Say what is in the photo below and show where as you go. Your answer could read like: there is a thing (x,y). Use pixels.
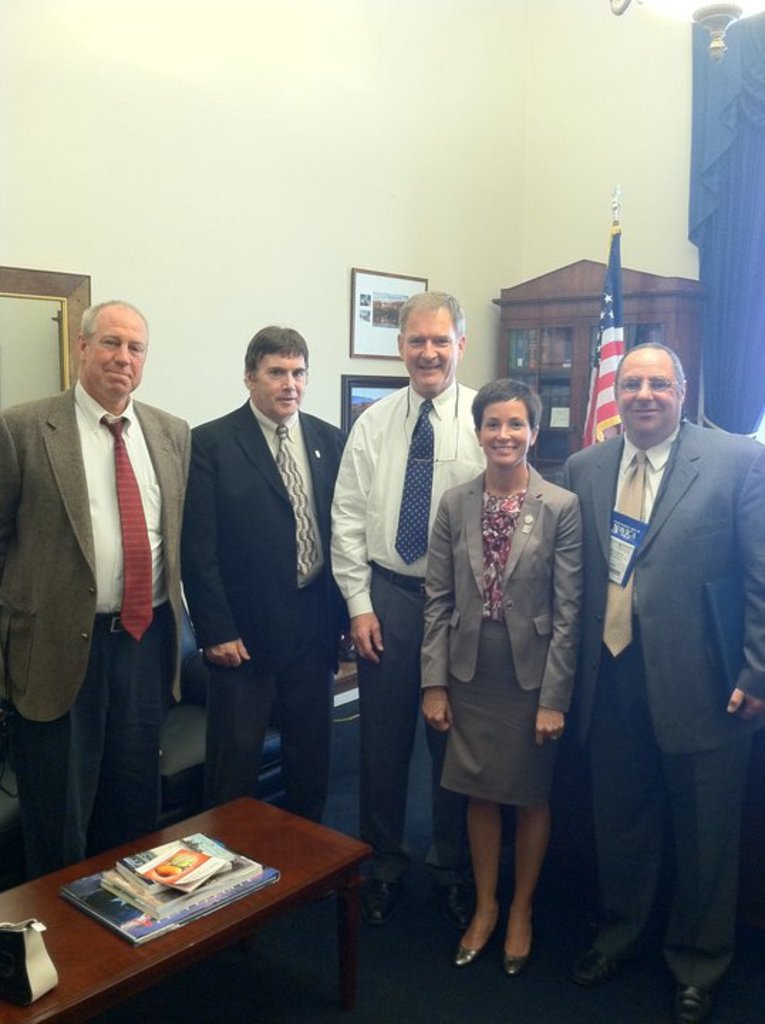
As we can see in the image, there is a yellow color wall (257,184), photo frame (356,300), rack (525,305), flag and five people (579,481) standing over here. In front (47,1001) them there is a table (255,907). On table (216,928) there are books (188,874).
